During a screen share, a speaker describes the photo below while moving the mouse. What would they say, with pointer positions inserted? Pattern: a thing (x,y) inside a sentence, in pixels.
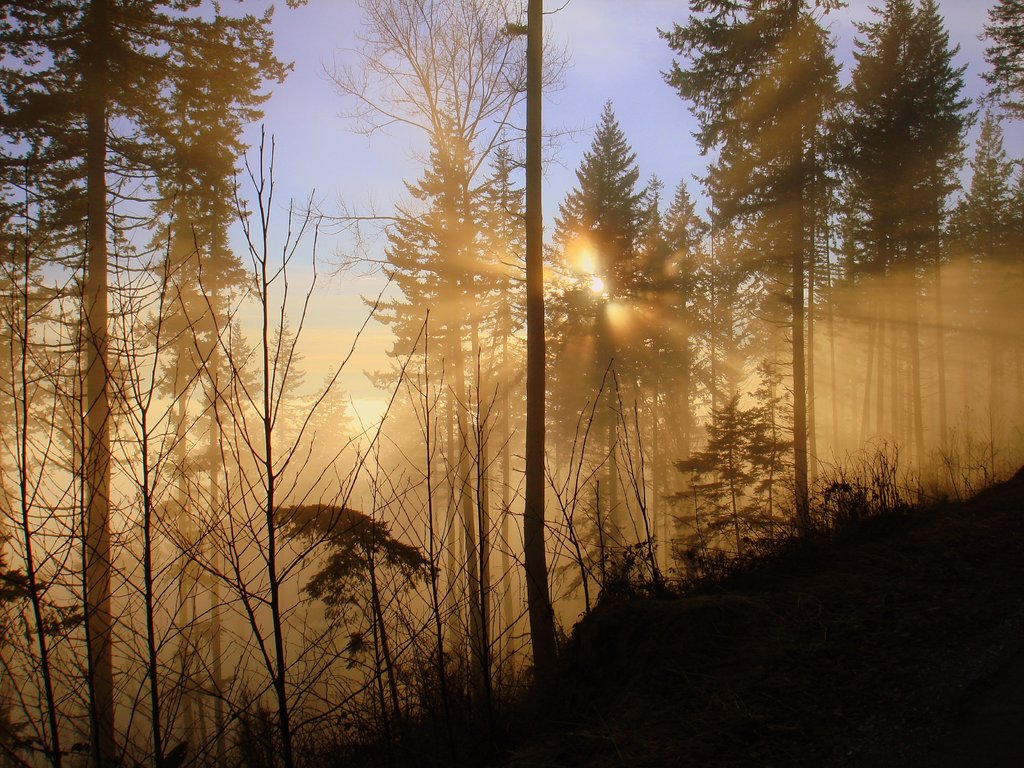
In this image there are few plants (712,554) and trees (462,554) on the land (518,734). Background (588,283) there is sky (574,195) having sun (582,269).
